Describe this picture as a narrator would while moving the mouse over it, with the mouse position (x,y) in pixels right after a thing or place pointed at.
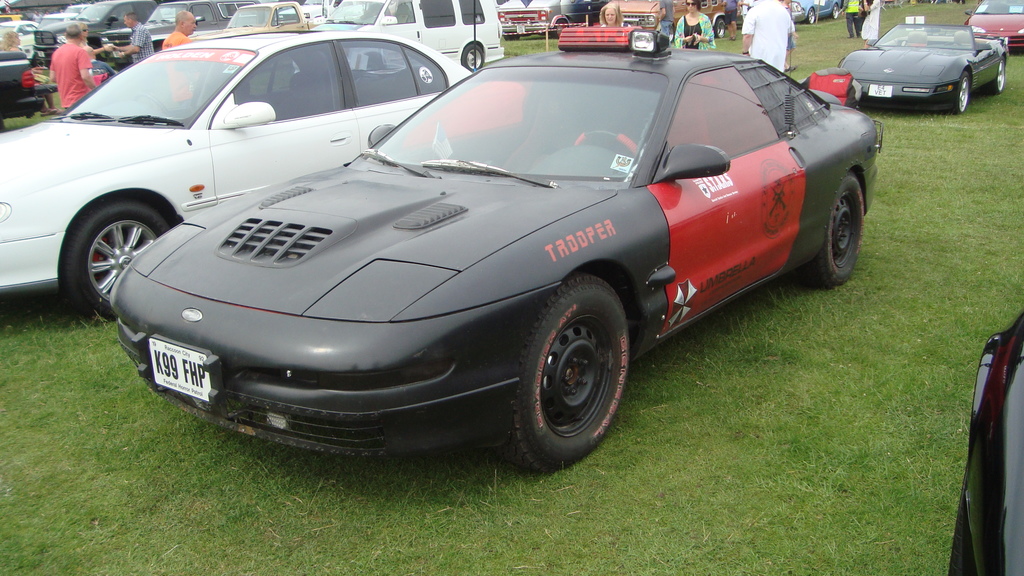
In the image we can see there are vehicles (279,109) of different colors and shapes. There are even people (728,22) standing and some of them are walking, they are wearing clothes (89,54). Here we can see the grass (742,431) and the number plate (163,376) of the vehicle (160,373).
